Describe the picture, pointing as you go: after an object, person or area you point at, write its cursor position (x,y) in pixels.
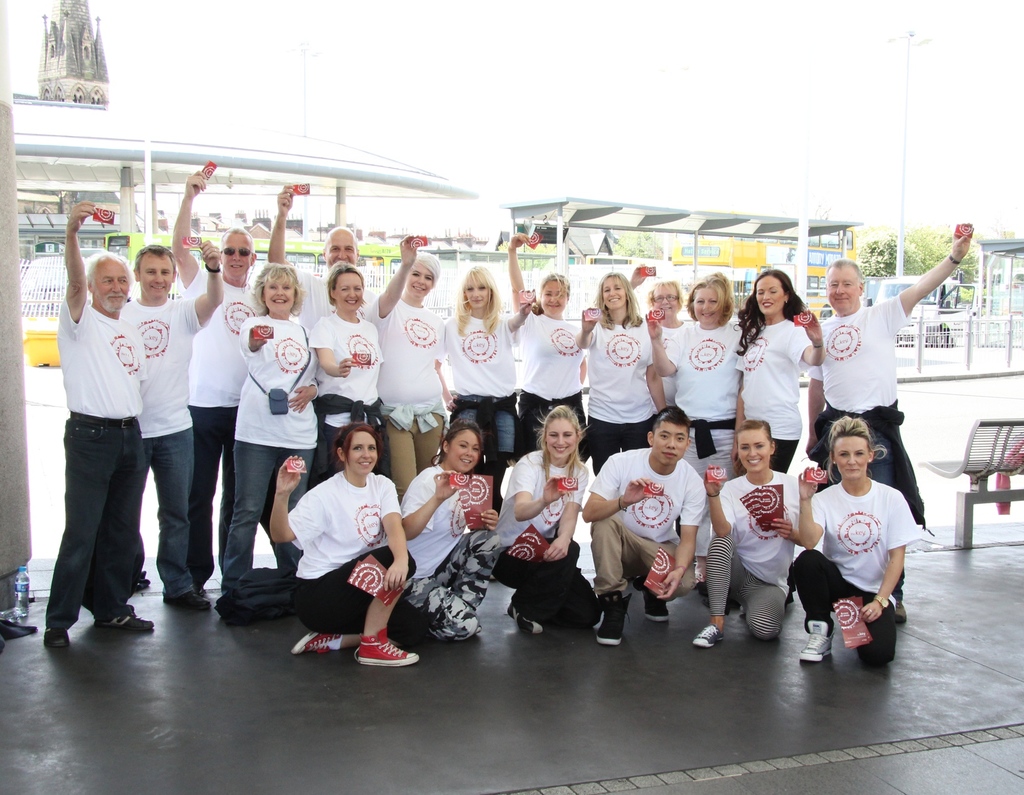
In this picture I can see there is a group of people (453,413) standing and they are wearing white shirts (879,386), they are holding cards (810,478), few of them are standing and few are sitting. In the backdrop (112,173) there is a building (125,211) and there is a pole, tree (895,244) and a bench (996,447).
